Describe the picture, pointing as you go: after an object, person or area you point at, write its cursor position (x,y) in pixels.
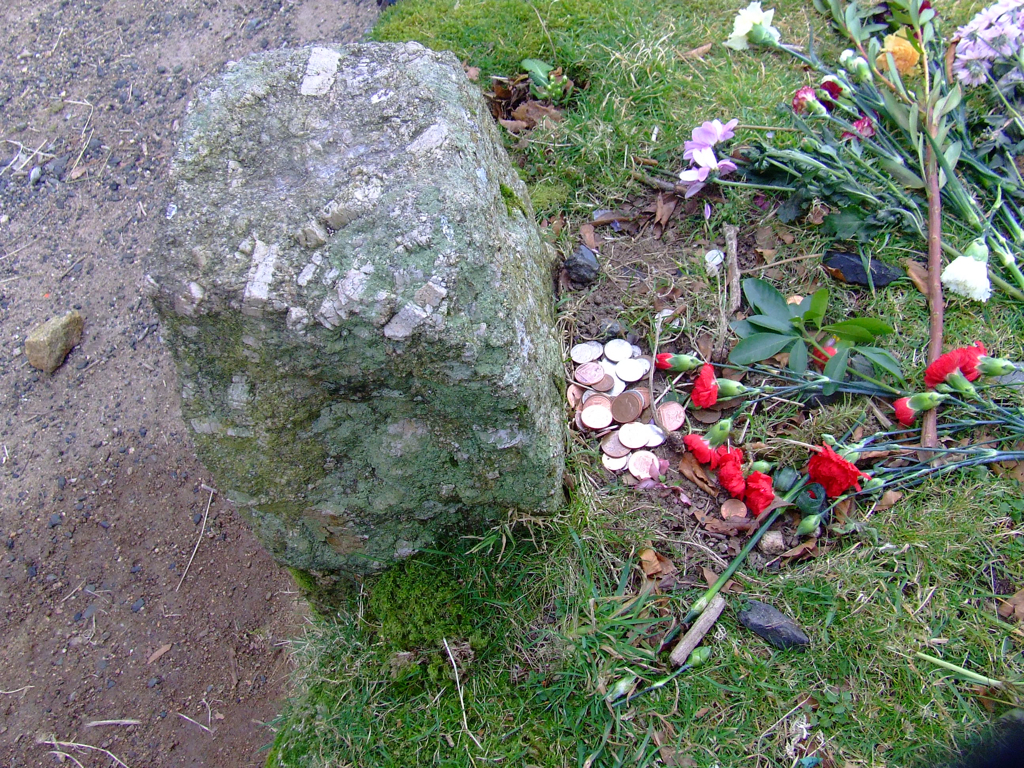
In this picture I can see a stone (427,194) in the center (481,342) and on the right side of this picture (738,130) I see the grass (647,14), on which there are coins (639,351) and few flowers (974,271). On the left side of this picture (98,290) I see the soil (93,184).
